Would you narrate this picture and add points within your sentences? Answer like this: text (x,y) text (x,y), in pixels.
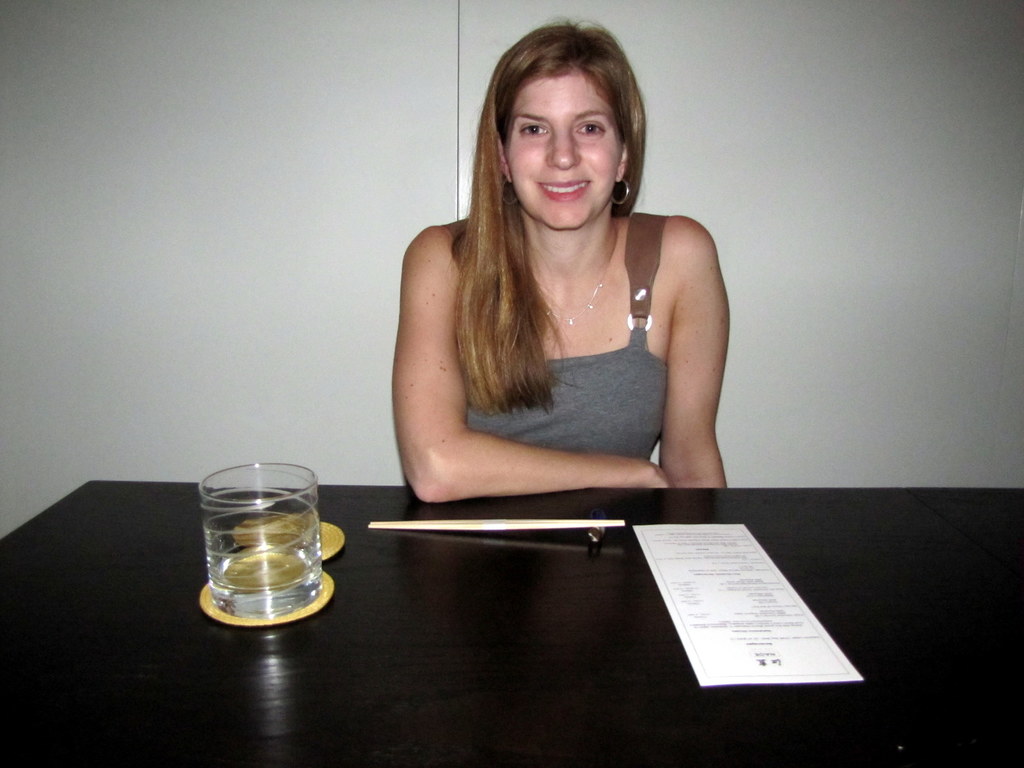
A woman (507,199) is sitting at a table (381,490) with a glass (253,487) of water (248,575), a pair of chopsticks (535,524) and a piece of paper (656,536) on it.
